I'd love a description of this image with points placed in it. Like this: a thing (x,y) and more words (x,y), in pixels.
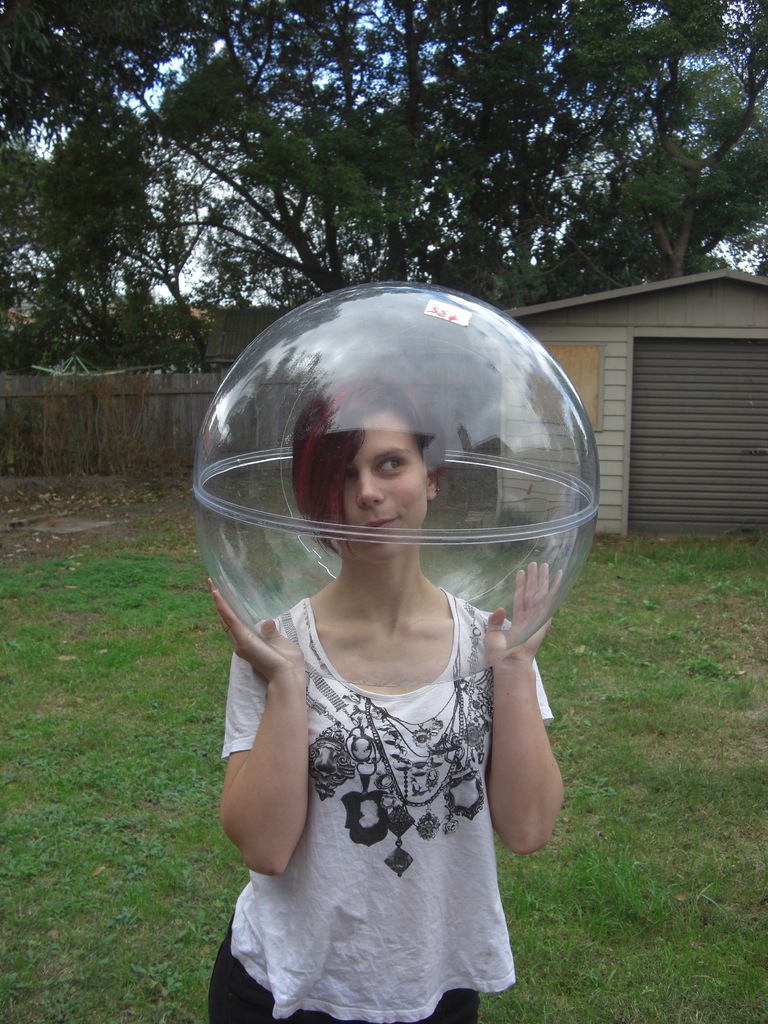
There is one women (340,804) standing and holding a spherical object (397,514) at the bottom of this image (277,760). There is a house (602,382) on the right side of this image (647,412) and there are some trees (553,243) in the background (318,237).
